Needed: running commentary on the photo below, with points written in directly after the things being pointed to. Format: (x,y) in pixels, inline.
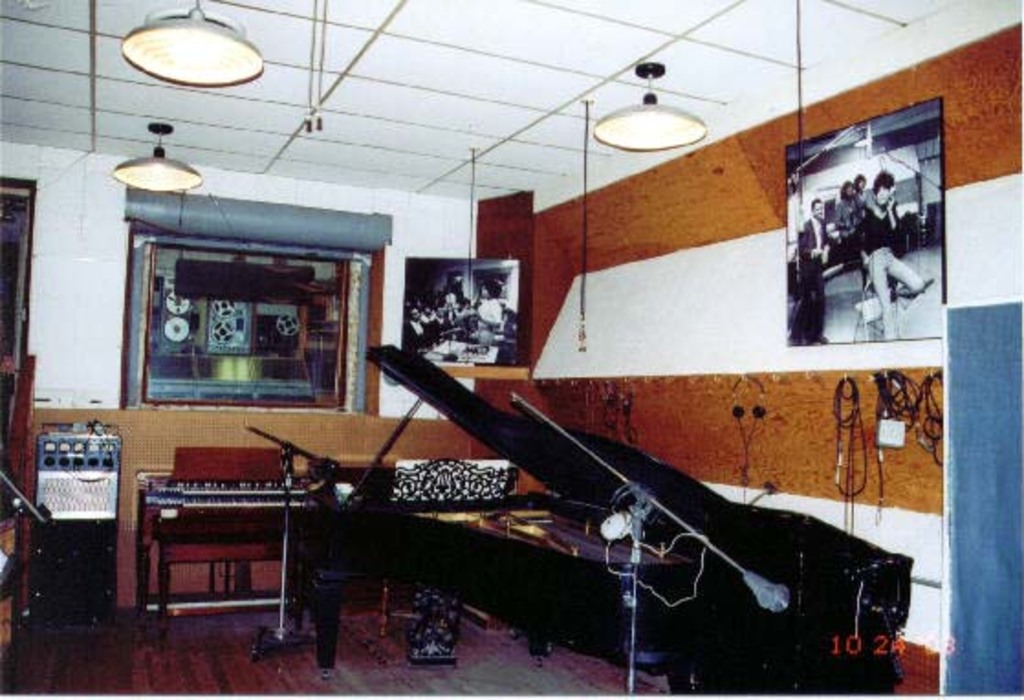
In this image i can see few musical instruments (336,518) at right (864,303) there is a frame (862,255) attached to a wall (732,269), in the frame (905,208) there are few persons (842,194) standing, wearing a blazer (805,258) at the back ground (296,334) can see a recorder (170,310), at the top (608,137) there are few lights (160,148).
